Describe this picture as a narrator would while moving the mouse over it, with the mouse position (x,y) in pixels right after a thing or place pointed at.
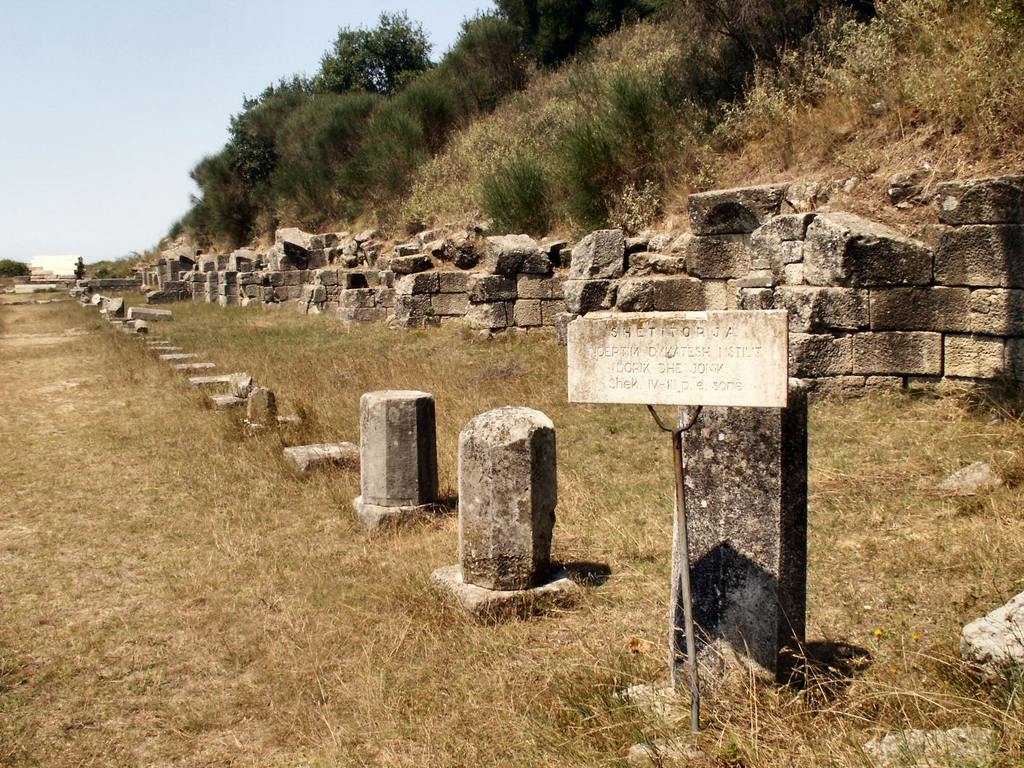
In this picture we can see few rocks (594,305), sign board (646,320) and few trees (378,167).
